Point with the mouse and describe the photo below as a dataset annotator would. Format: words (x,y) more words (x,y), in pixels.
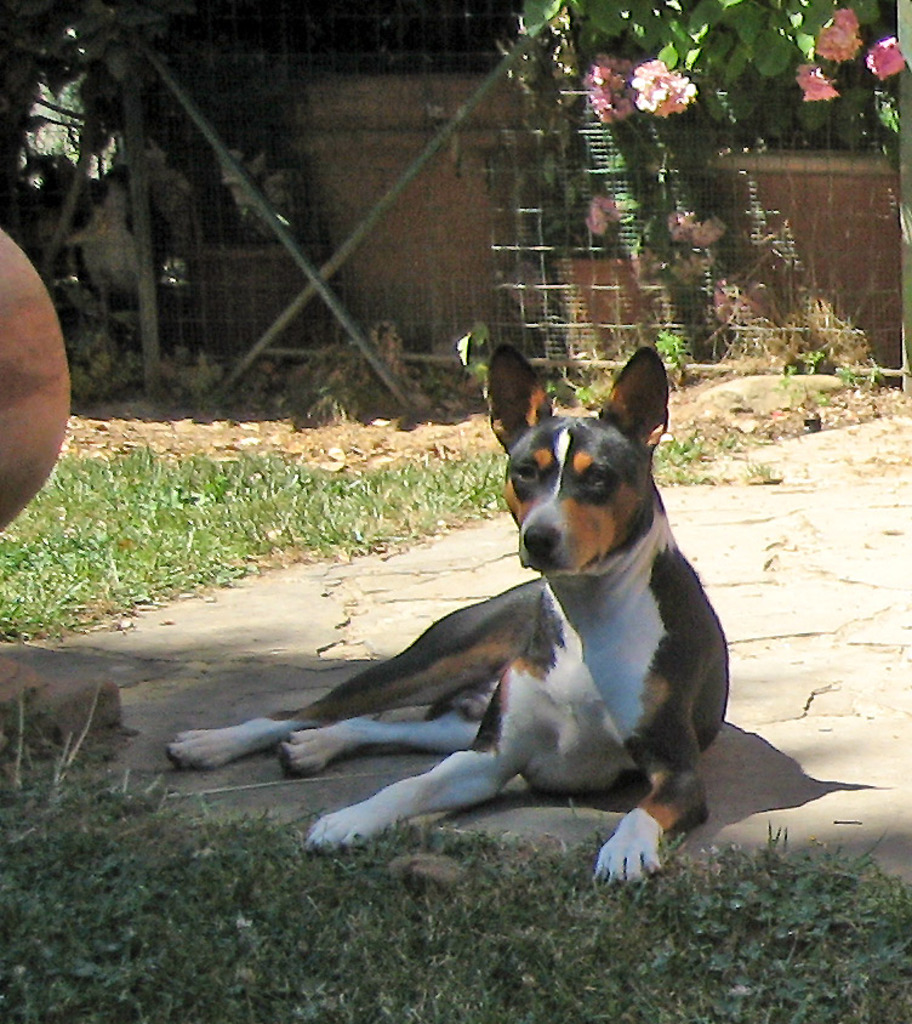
In this image, we can see a dog (632,719) is laying on the ground (845,742). Here we can see grass (241,504). Background (800,312) there are few plants (796,323), flowers (870,49), rods (907,83) and mesh (438,253).
